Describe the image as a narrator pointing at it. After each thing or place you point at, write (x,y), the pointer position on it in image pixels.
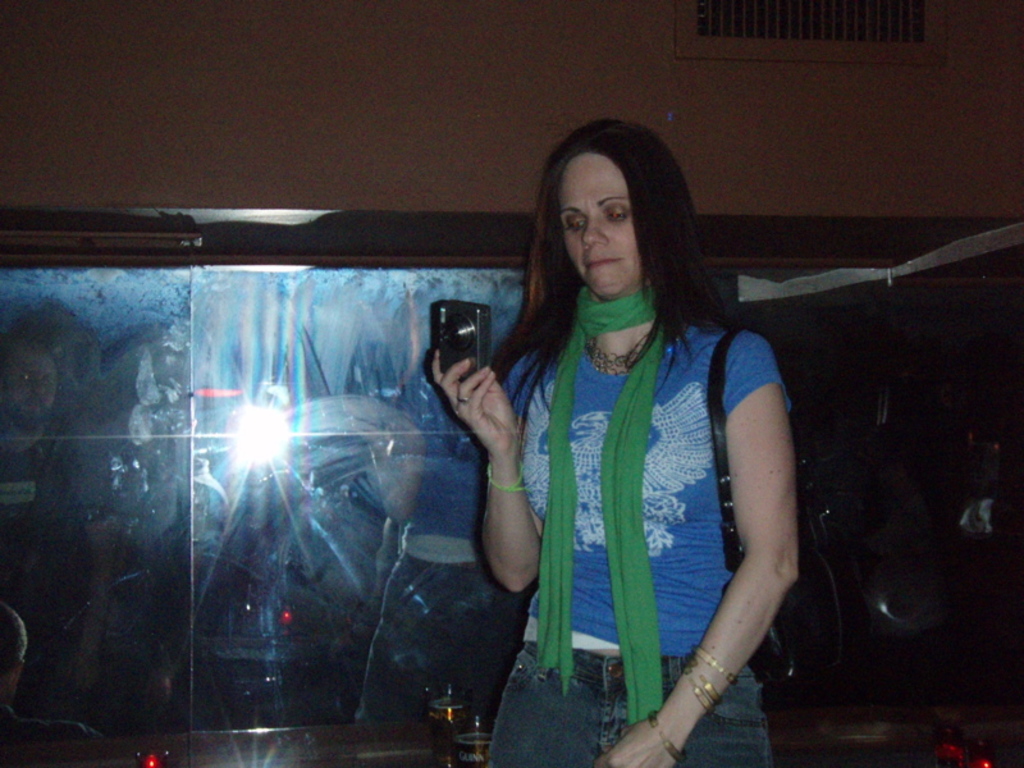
In this image I can see a woman (658,496) wearing blue, green and white colored dress (653,569) is standing and holding a camera (458,319) in her hand (499,395). In the background (419,364) I can see the wall (350,76), the mirror (291,439), few glasses (445,751) and in the mirror (268,446) I can see the reflection (390,662) of few persons (99,488).
